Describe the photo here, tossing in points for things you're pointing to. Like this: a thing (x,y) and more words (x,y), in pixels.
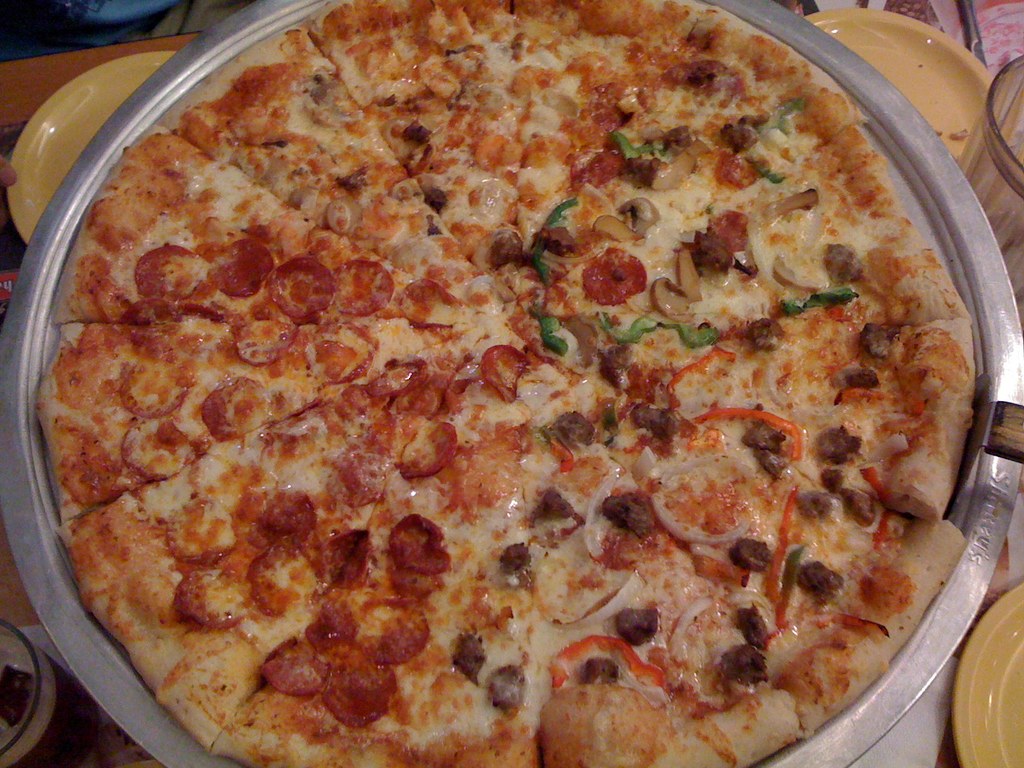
In this picture we can see a plate (213,764) and pizza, below this plate (198,758) we can see plates (951,68).
